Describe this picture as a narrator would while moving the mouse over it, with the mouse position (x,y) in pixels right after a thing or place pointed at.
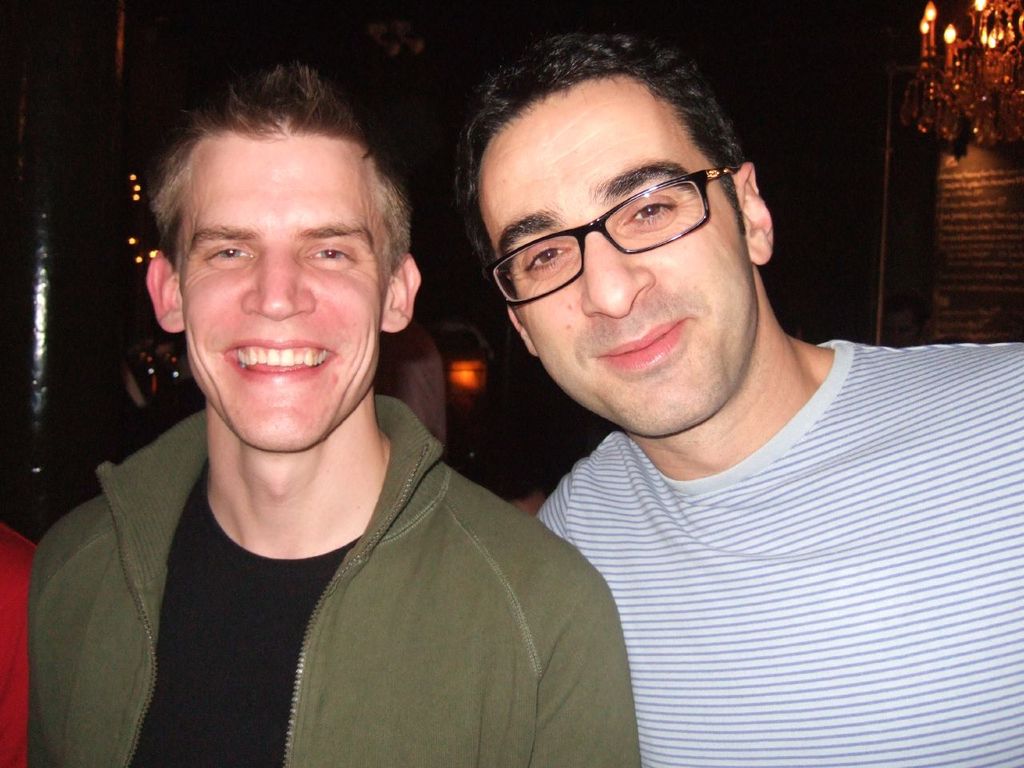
In this picture I can see couple of men (235,436) standing and I can see another human (431,430) in the back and a chandelier light (944,49) on the top right corner (951,42). I can see a pole (82,178) on the left side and a dark background (384,107).
